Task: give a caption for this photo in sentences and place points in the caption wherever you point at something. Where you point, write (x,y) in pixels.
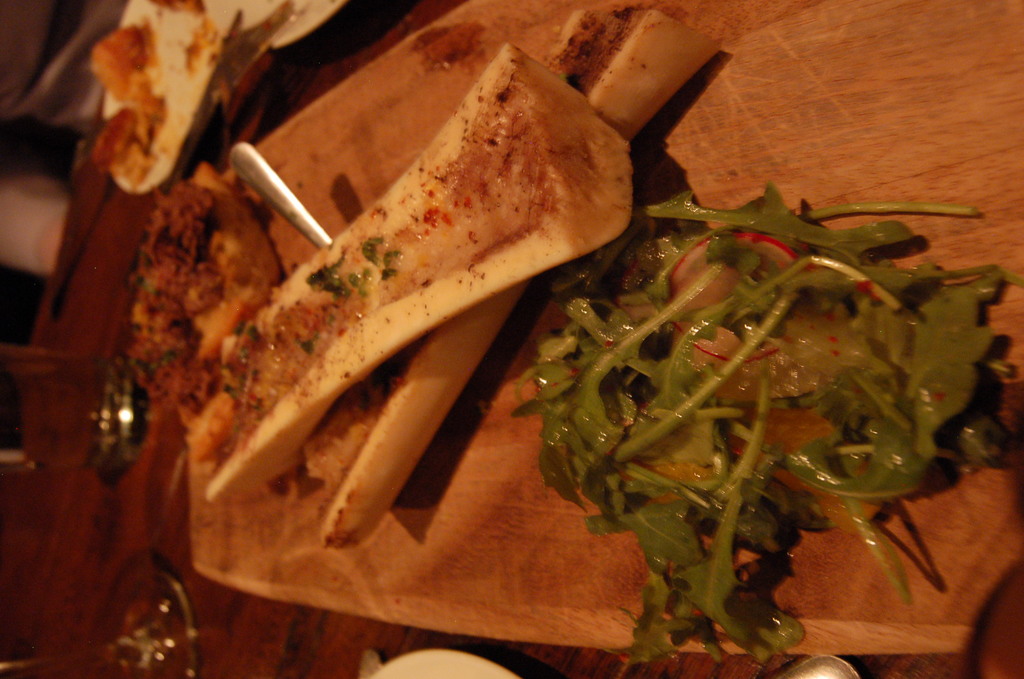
In this image in front (673,525) there are food items (526,264) on a wooden board (503,474). There is a spoon (258,174). Beside the board (461,57) there are food items (145,85) on a plate (173,76). There are glasses (142,606) which was placed on the table (88,250).
